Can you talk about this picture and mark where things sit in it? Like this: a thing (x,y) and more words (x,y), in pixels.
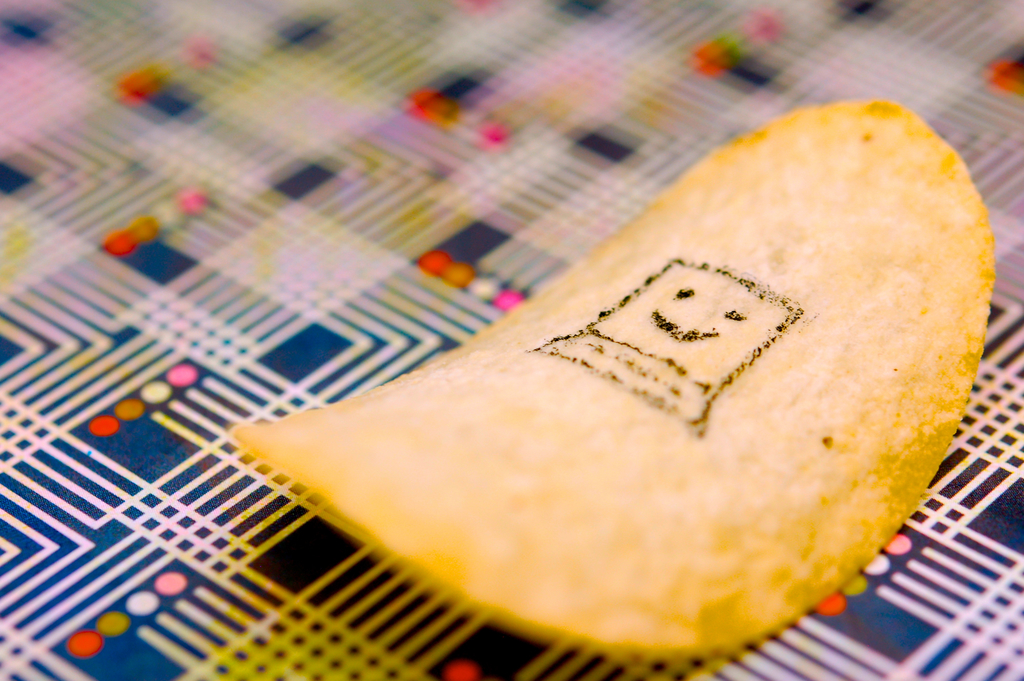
This is a potato chip (781,468) with a black paint (671,366) on it. This looks like a cloth (159,364).
